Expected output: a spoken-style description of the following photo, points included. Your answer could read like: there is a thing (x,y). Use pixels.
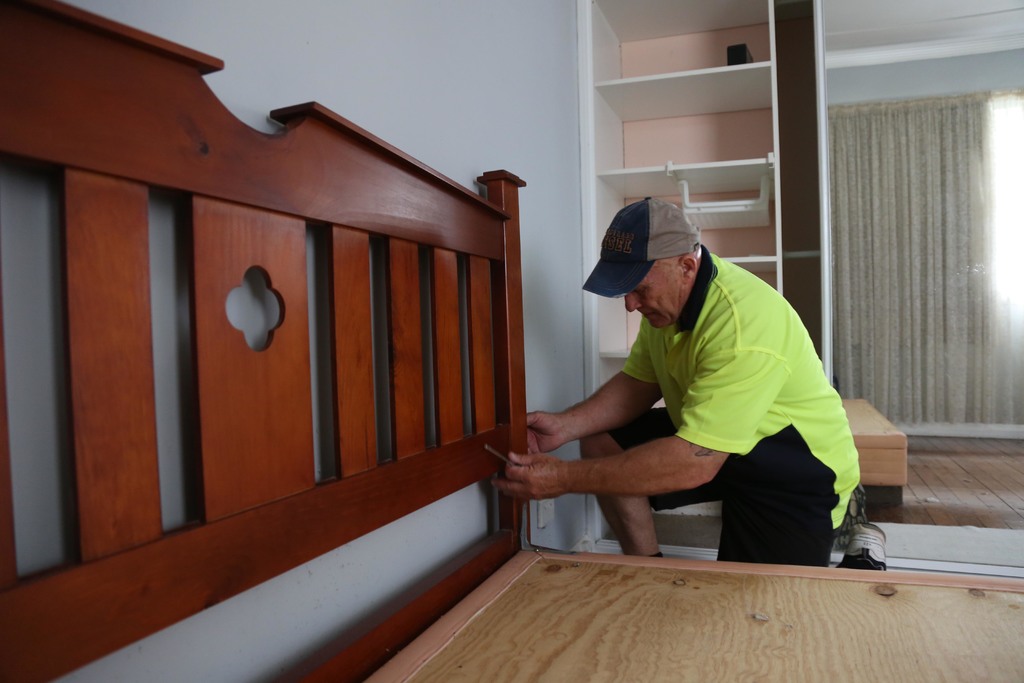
In this picture, we see the man (754,379) in yellow T-shirt (728,343) who is wearing a cap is trying to fit the bed (462,457). Behind that, we see a white wall (397,54). Behind him, we see a cupboard (729,182). Beside that, it looks like a mirror (869,446). On the right side (864,275), we see the curtain (935,271) and a wall (936,65) in white color.
